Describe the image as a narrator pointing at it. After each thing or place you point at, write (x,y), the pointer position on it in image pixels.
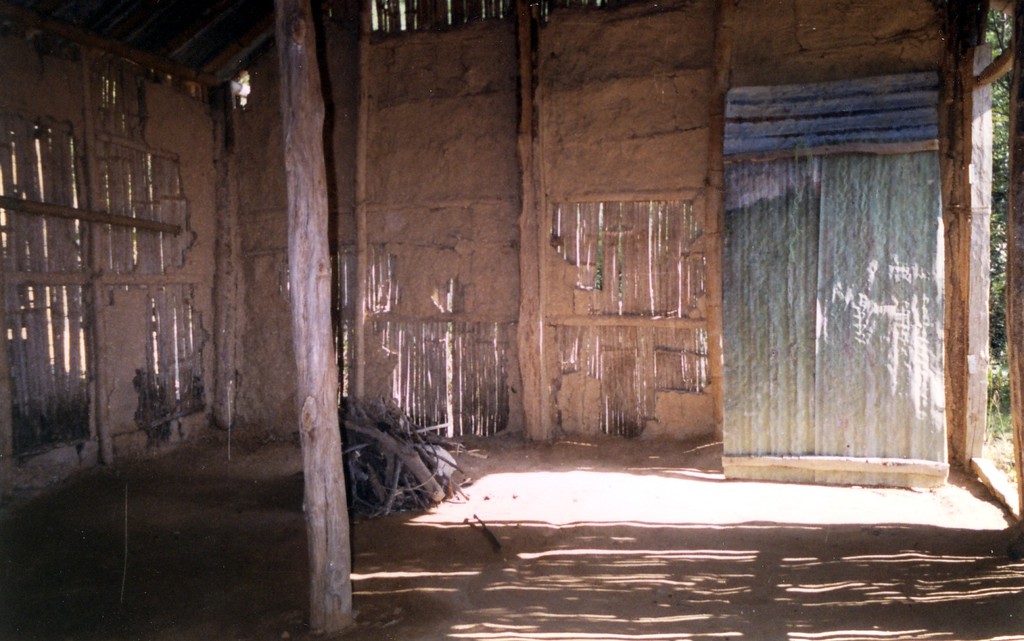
In this image I can see a house (560,366) made up of sticks (641,300). I can see a wooden stick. There are few wooden twigs (433,485). On the right side (999,310) I can see a tree (998,330).
